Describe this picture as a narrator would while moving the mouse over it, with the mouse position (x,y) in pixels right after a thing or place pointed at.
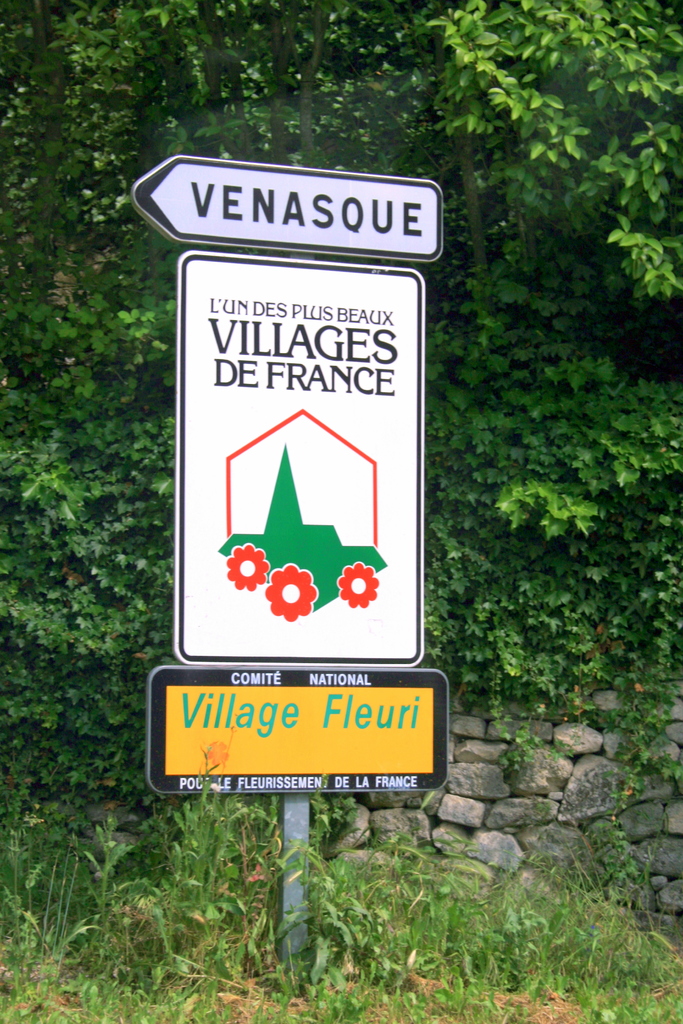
In this image we can see a pole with the boards (320,354) and there is an image (292,528) and text (280,376) written on the image (294,583). In the background (510,683), we can see the wall (530,844) and trees (505,251).
